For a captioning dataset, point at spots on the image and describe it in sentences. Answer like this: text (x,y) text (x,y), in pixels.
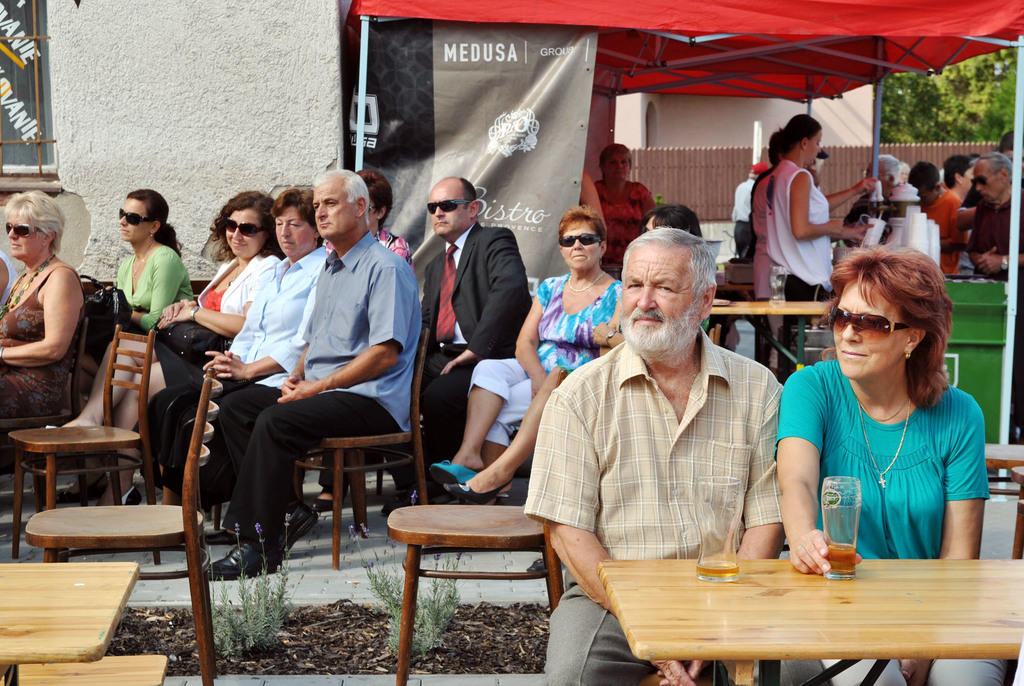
In this picture we can see a group of people (257,245) where some are sitting on chairs (426,330) and some are standing and in front of them on table (677,598) we have glasses (727,495) with drinks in it and in the background (532,118) we can see wall (338,89), banner (540,133), fence (724,156), house (838,112), trees (924,100).
